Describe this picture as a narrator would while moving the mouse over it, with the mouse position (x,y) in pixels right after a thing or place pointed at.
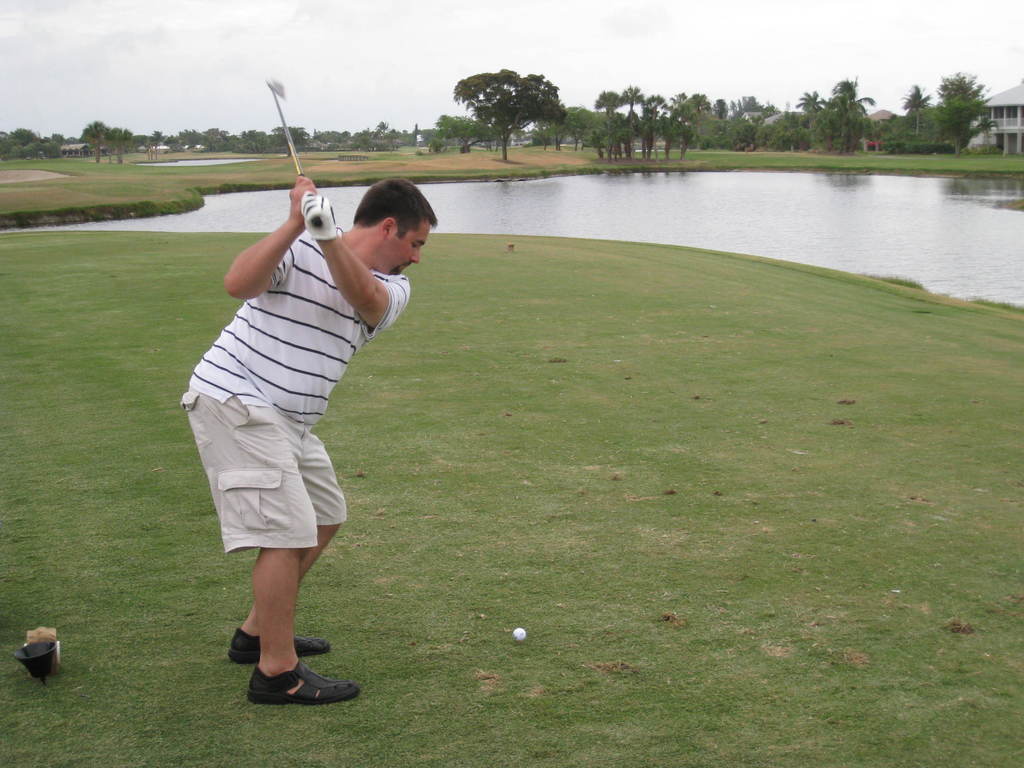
In this picture there is a person (276,472) standing and holding the golf club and there is a white ball (524,636) on the grass (676,518). At the back (915,111) there are buildings (200,148) and trees (759,123). At the top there is sky (473,52). At the bottom (573,521) there is grass (643,251).
